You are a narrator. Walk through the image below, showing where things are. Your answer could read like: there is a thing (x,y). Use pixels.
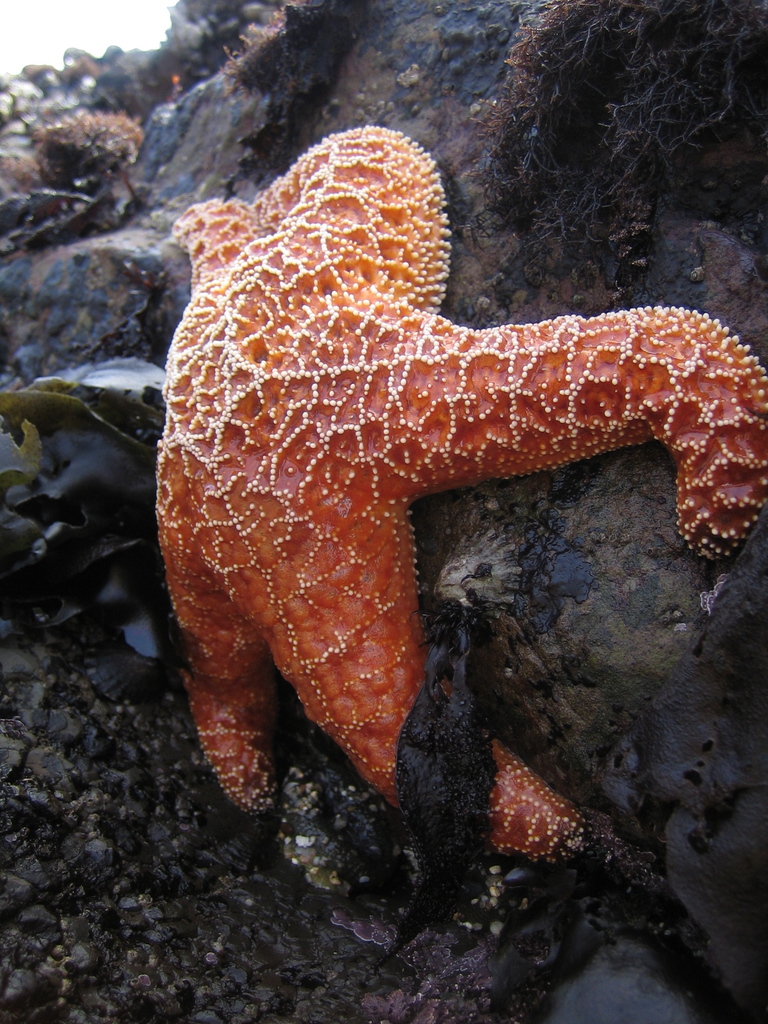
In the center of this picture (338,369) we can see an orange color starfish (351,484) and we can see some other objects (277,765).
